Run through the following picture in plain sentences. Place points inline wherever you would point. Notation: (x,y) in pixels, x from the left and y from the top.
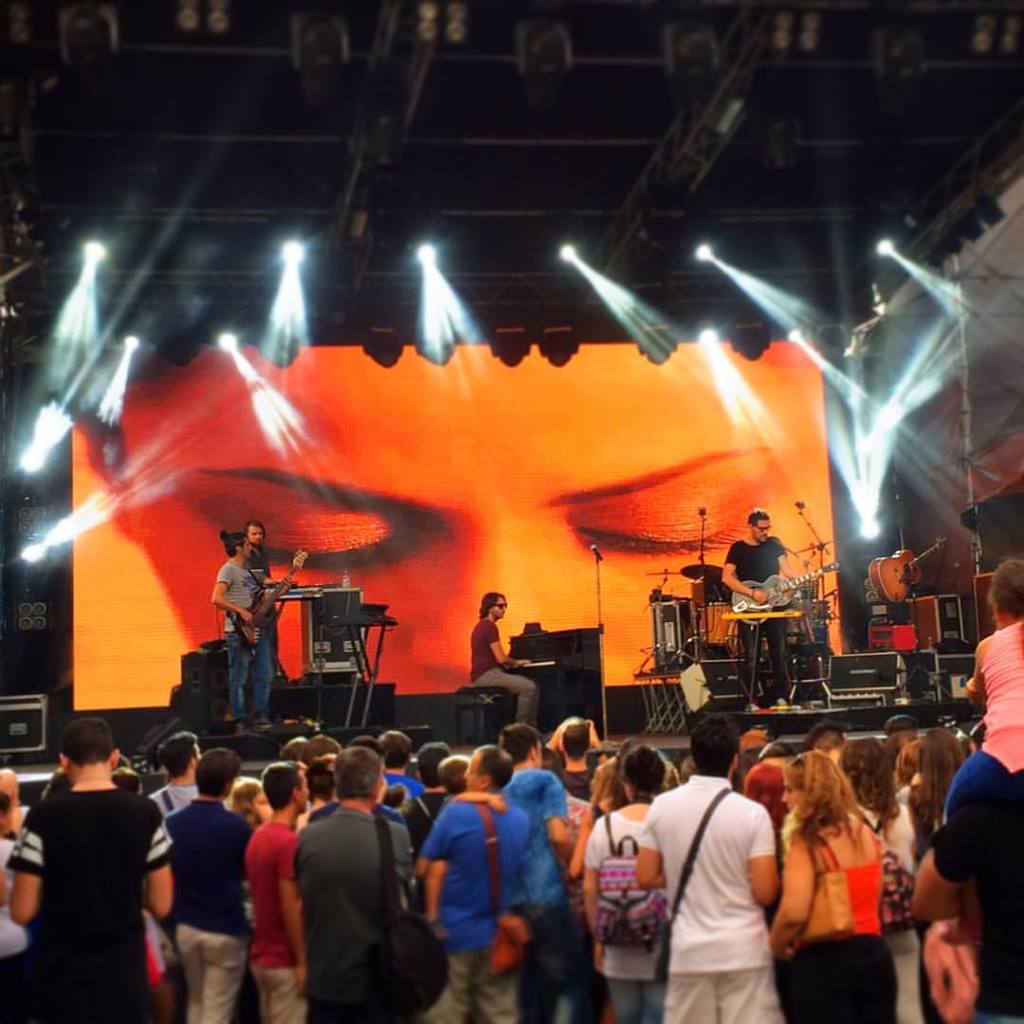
In this image i can see group of people (589,955) at the back (276,589) i can see four men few are standing and this man (519,662) is sitting and playing the musical instrument (526,650). At the background (518,431) i can see a screen (667,482), at the top (564,256) i can see few lights (96,254).
